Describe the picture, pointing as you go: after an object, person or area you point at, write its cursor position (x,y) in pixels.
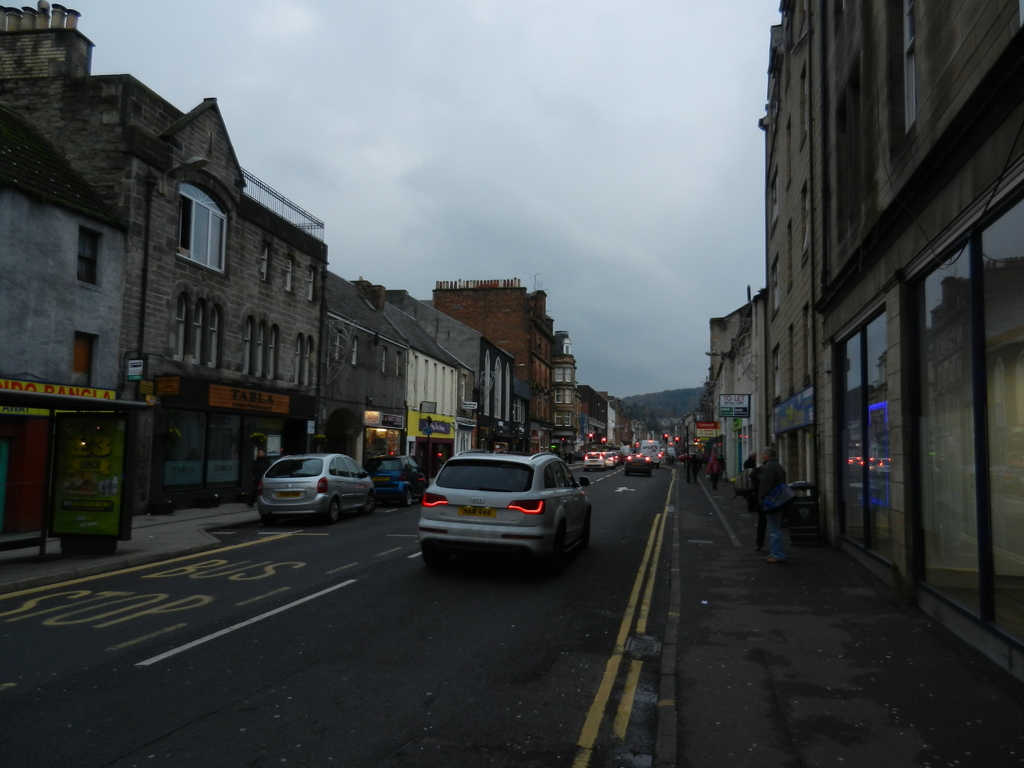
In this picture we can see the view of the road (447,588) in the front (477,508) with some cars (503,465) moving on the road (643,589). On both the side there are some building (306,354) with a glass windows (198,252). On the top (498,201) there is a sky (461,201) and clouds (416,190).
